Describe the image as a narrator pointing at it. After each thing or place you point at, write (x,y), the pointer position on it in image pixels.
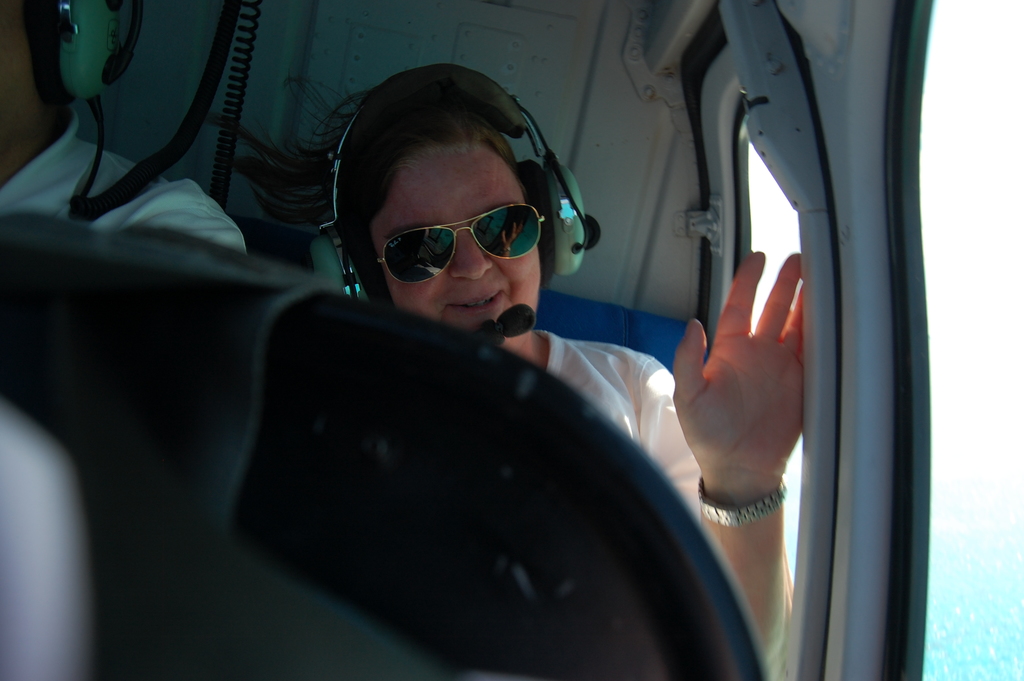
In the foreground of this image (231,475), there is a seat (370,582) and it seems like image is taken in a copter (878,663). In the background (506,282), there is a woman (543,277) wearing headphones (329,249) and a mic (506,322) is sitting on a seat (583,316). Beside her, there is a man (174,204) wearing headphones (95,112). On the right (948,416), there are two glass windows (774,230).
